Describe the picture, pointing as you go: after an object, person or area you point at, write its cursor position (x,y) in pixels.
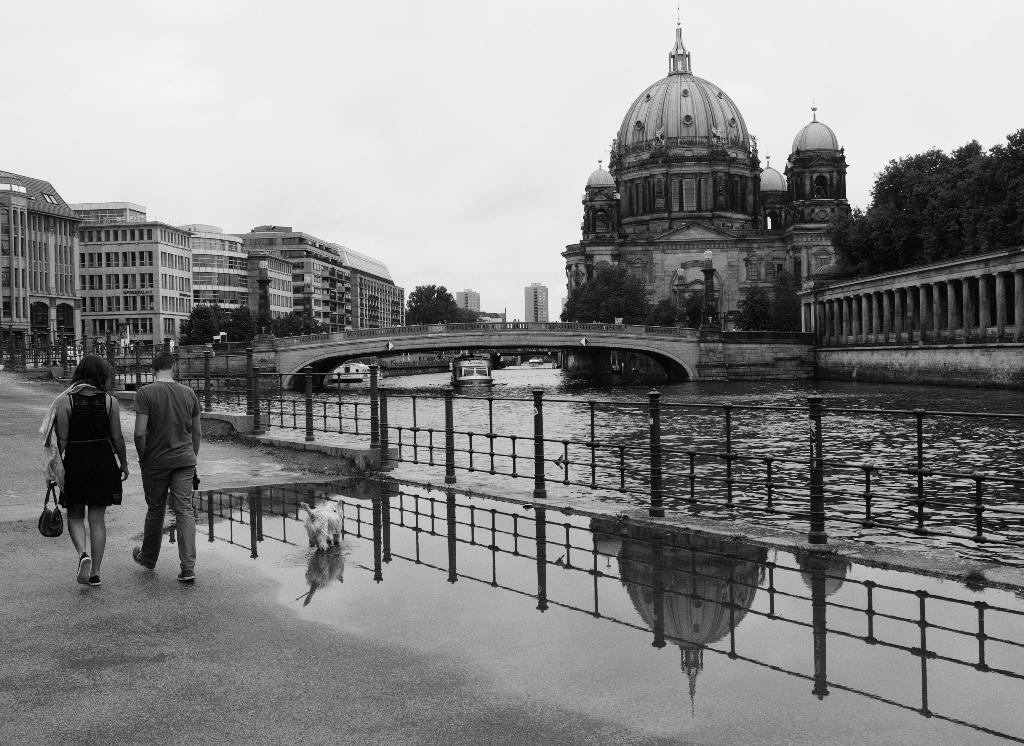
In this picture I can see two persons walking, there is a dog (336,526), there are iron grilles (647,395), there are boats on the water (1008,469), there is a bridge (685,360), there are buildings (1017,288), trees (608,318), and in the background (442,198) there is sky (444,85).
